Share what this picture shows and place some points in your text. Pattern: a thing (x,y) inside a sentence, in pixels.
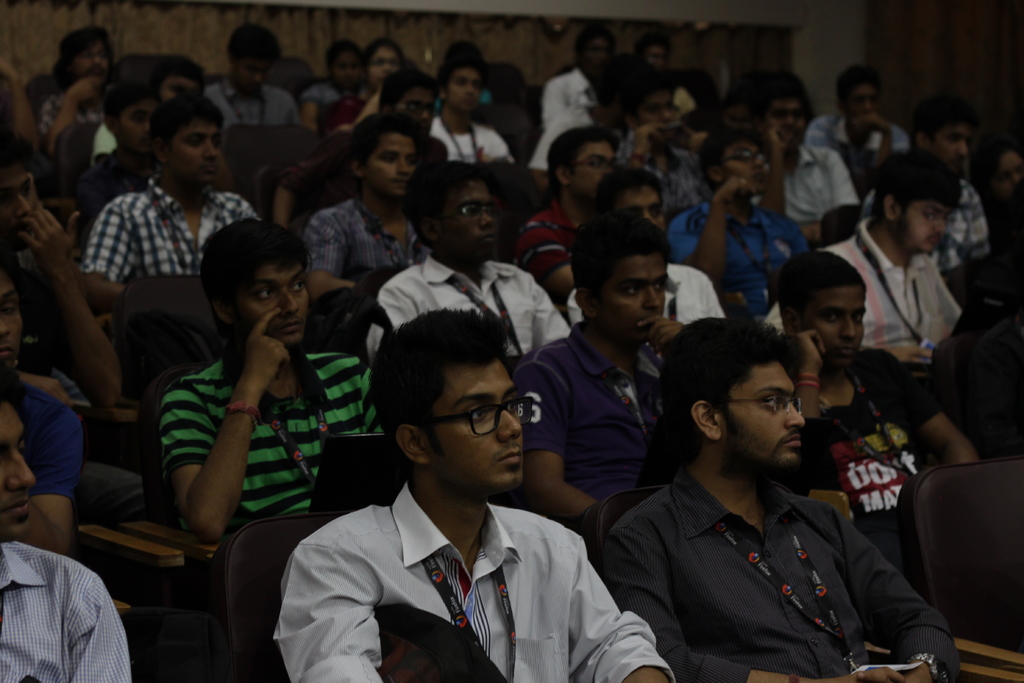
In this image we can see people (504,414) sitting in chairs (73,207). In the background of the image (414,5) there is wall (800,22).
